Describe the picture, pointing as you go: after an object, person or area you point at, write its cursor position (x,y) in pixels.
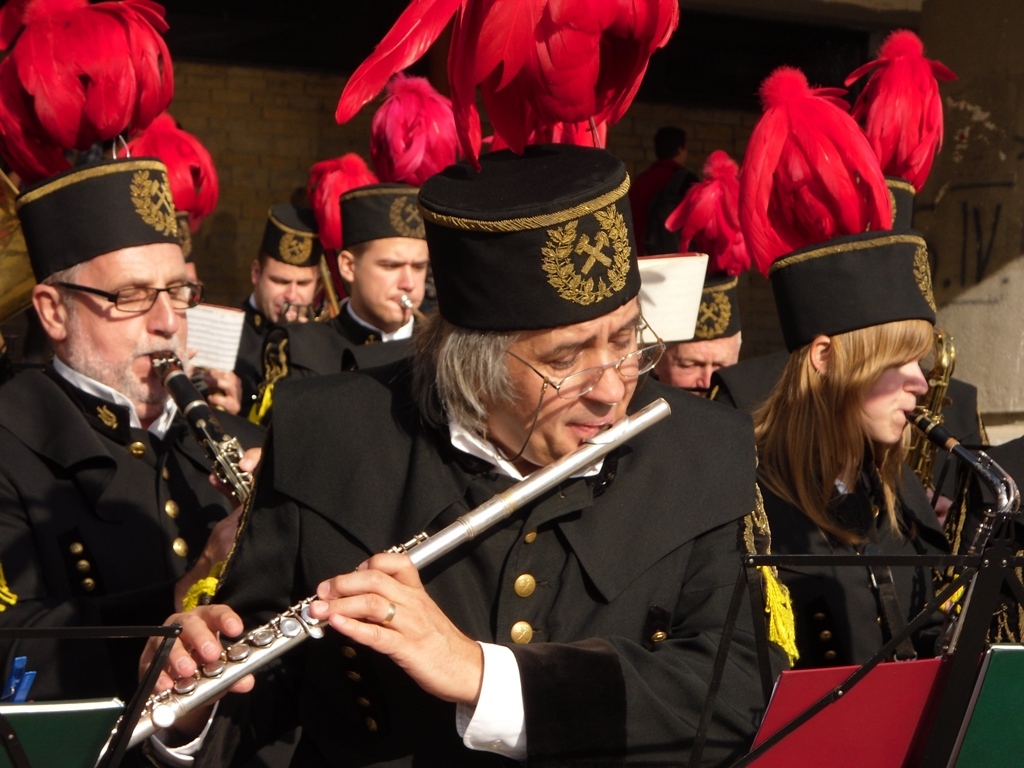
In this image there is a man (328,605) who is playing the flute (458,540). The man (560,525) is wearing the black colour suit (540,507) and black cap (533,234). In the background (328,225) there are few other people (300,313) who are playing the trumpets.
